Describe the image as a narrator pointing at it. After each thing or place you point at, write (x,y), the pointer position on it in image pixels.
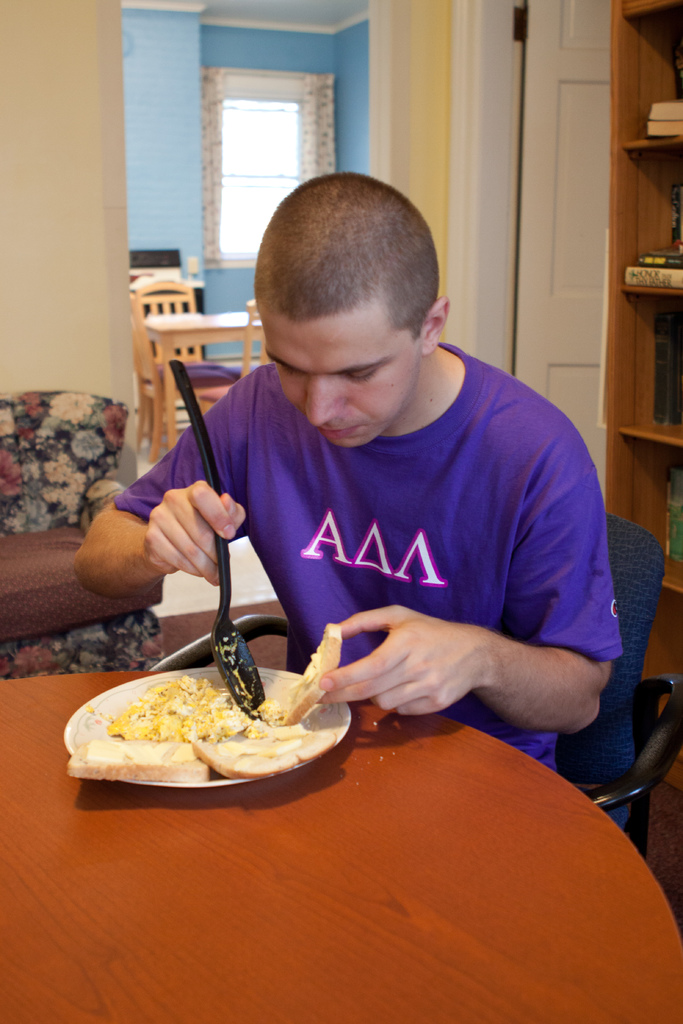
In this image there is a man (554,691) who is sitting in the chair (619,719) and keeping the pieces of egg (209,703) on the bread (298,685). In front of him there is a table (189,909) on which there is a plate (171,773). In the plate (191,739) there are bread pieces (250,751) and egg pieces (191,717). In the background (205,327) there is a dining table (185,339) in the middle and there are chairs (139,311) around it. On the left side (38,501) there is a sofa (52,507). On the right side (560,139) there is a door (565,109).
